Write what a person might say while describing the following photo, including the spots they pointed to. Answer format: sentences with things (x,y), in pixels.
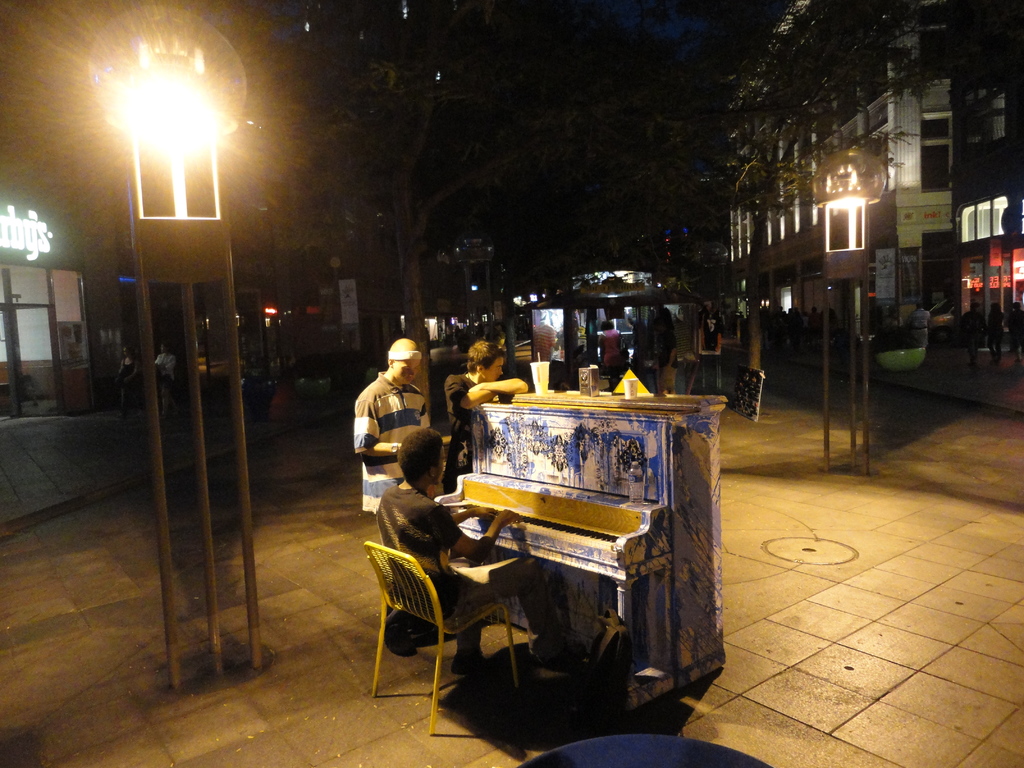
In this picture we can see a person (414,509) sitting on a chair (398,576) and playing a piano (570,494), glasses (534,385) and two men (474,397) standing on the ground (280,442), trees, buildings (986,185) and in the background (691,30) it is dark.
